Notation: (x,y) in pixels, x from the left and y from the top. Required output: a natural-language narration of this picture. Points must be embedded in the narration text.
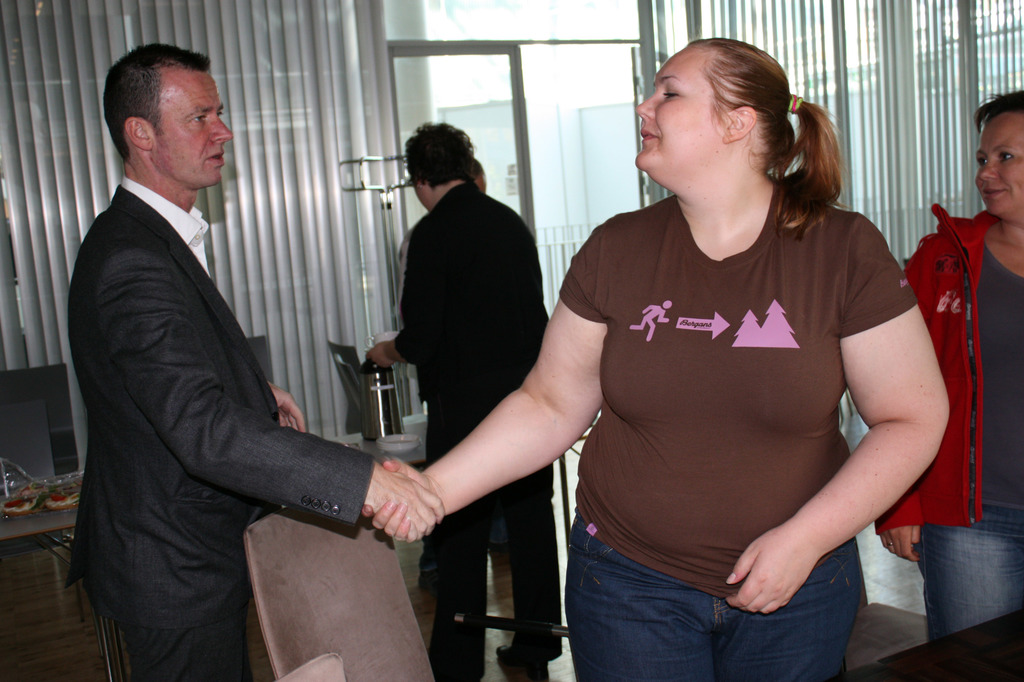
This image consists of some persons (486,371). In the front (679,419) two persons (134,626), who are hand shaking. There are window blinds (975,142) in the middle (347,273).
